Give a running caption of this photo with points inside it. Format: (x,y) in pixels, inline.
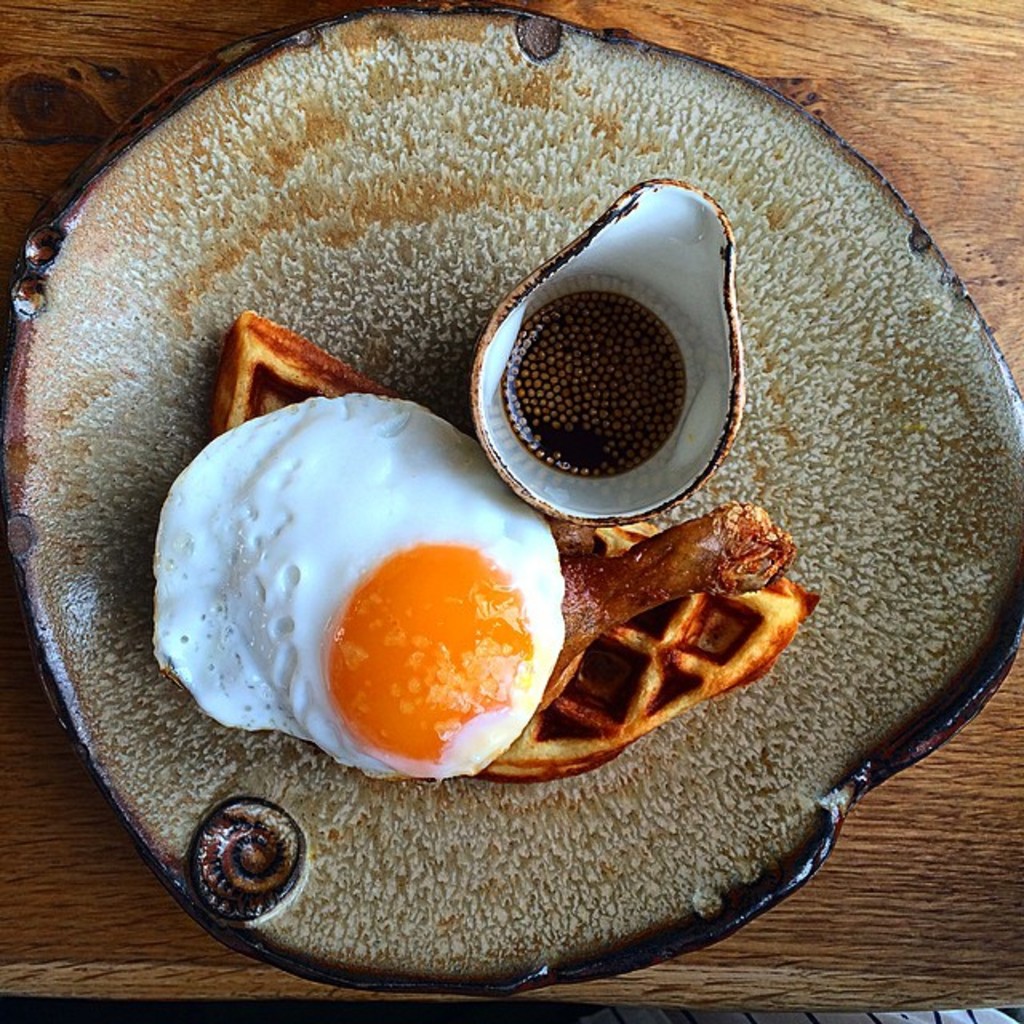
The picture consists of a food item (461,562) served in a plate (156,323). The plate (390,163) is placed on an object (133,988). At the bottom (874,1023) towards right (933,1019) there is a white color object (856,1019).
